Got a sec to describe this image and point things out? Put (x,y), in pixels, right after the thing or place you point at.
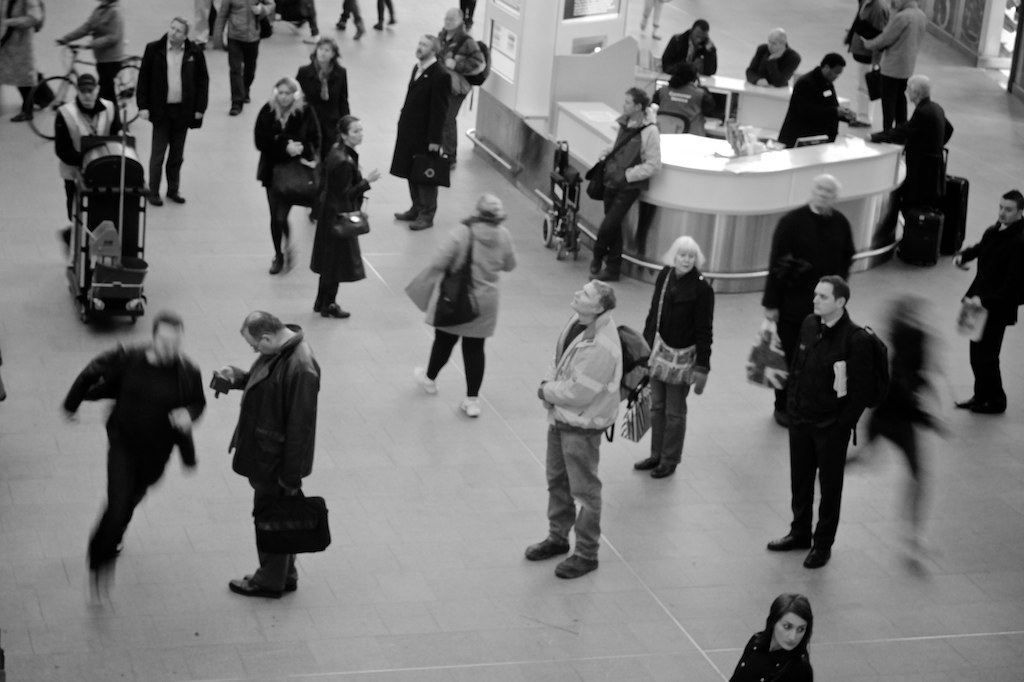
In this image we can see a few people (341,237), some of them are holding bags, there is a person (120,41) holding a bicycle (128,74), there is a wheel chair (569,220), in the middle of the picture (665,243) we can see a table (844,153), there is a person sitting on a chair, and the picture is taken in black and white mode.
